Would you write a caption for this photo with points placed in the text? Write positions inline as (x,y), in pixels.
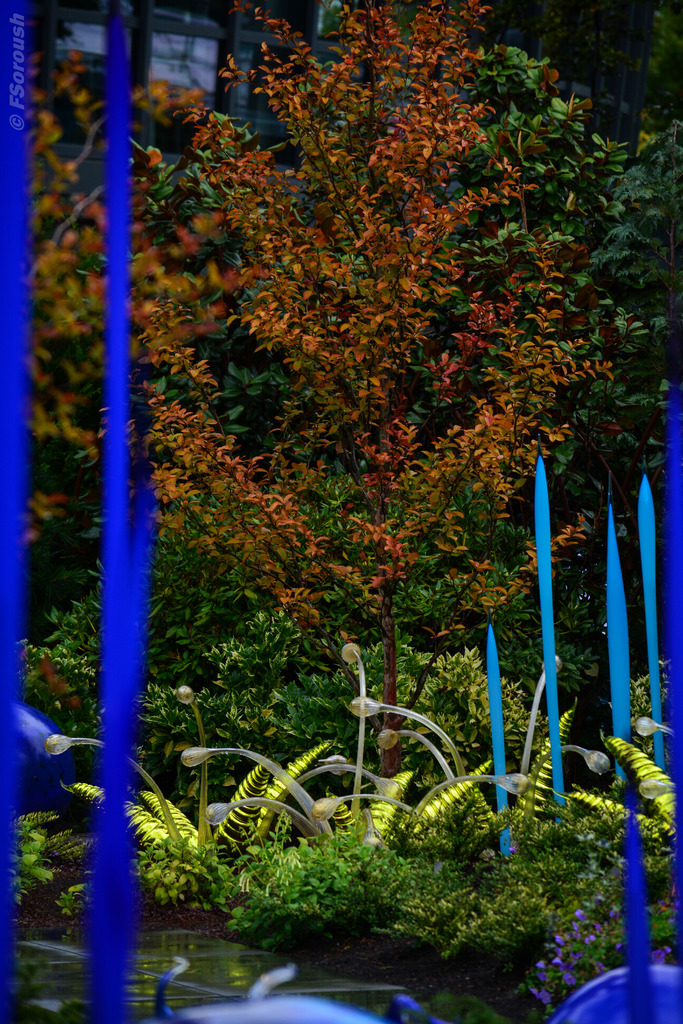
In this picture we can see water (202,932), few plants (432,915), flowers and trees (525,392).
